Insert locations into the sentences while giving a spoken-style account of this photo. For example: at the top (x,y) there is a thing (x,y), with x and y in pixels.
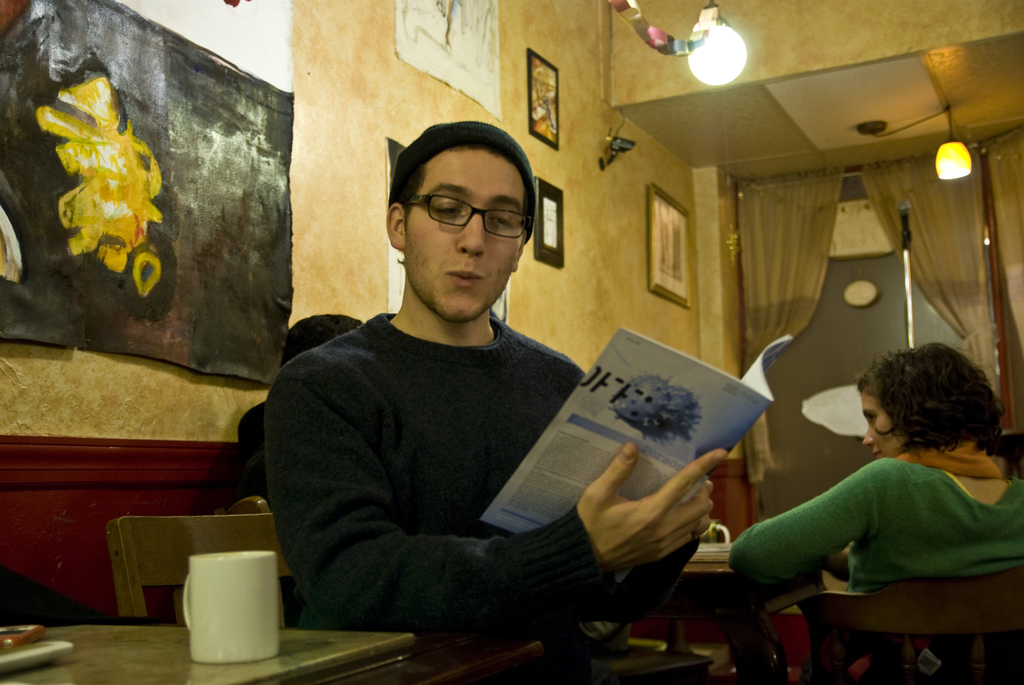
There is a person (469,337) sitting and wearing cap (406,164) and specs (434,197). Also holding a book (555,428). In front of him there is a table (187,649). On that there is a cup (254,611). In the back (828,619) there are some people (819,543) sitting on chairs (844,619). On the wall (351,112) there are painting (492,51), lights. In the background (873,197) there are curtains (943,249). Also there is a mic (904,221) with stand (907,241).
